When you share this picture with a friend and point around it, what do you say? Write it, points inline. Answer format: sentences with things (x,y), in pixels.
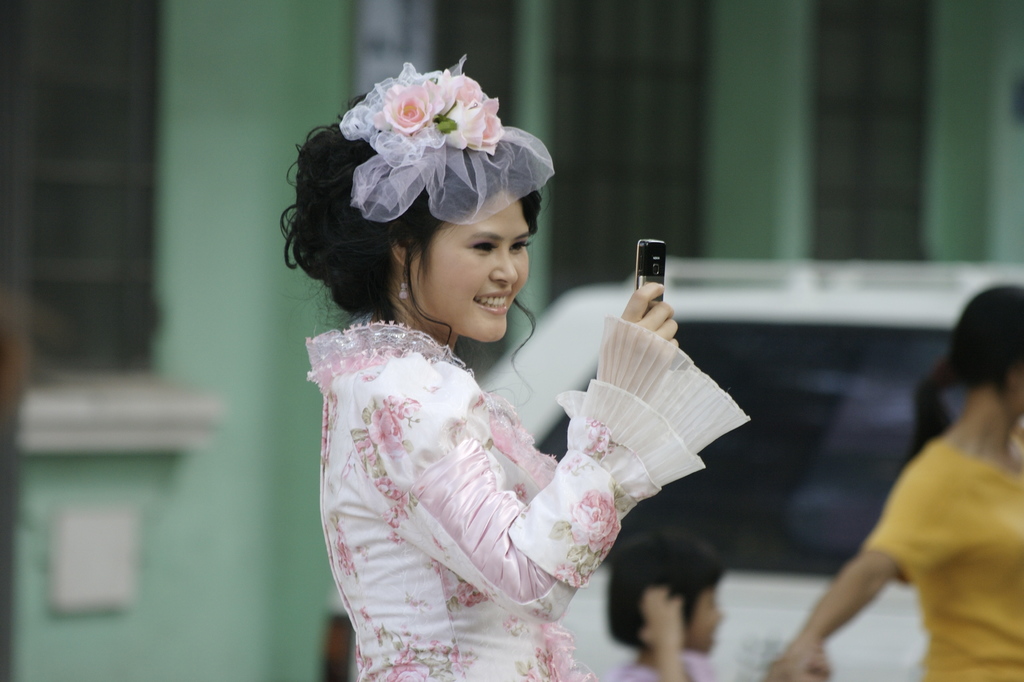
In the image we can see there is a woman (467,300) standing and she is holding mobile phone (662,266) in her hand (653,303).
